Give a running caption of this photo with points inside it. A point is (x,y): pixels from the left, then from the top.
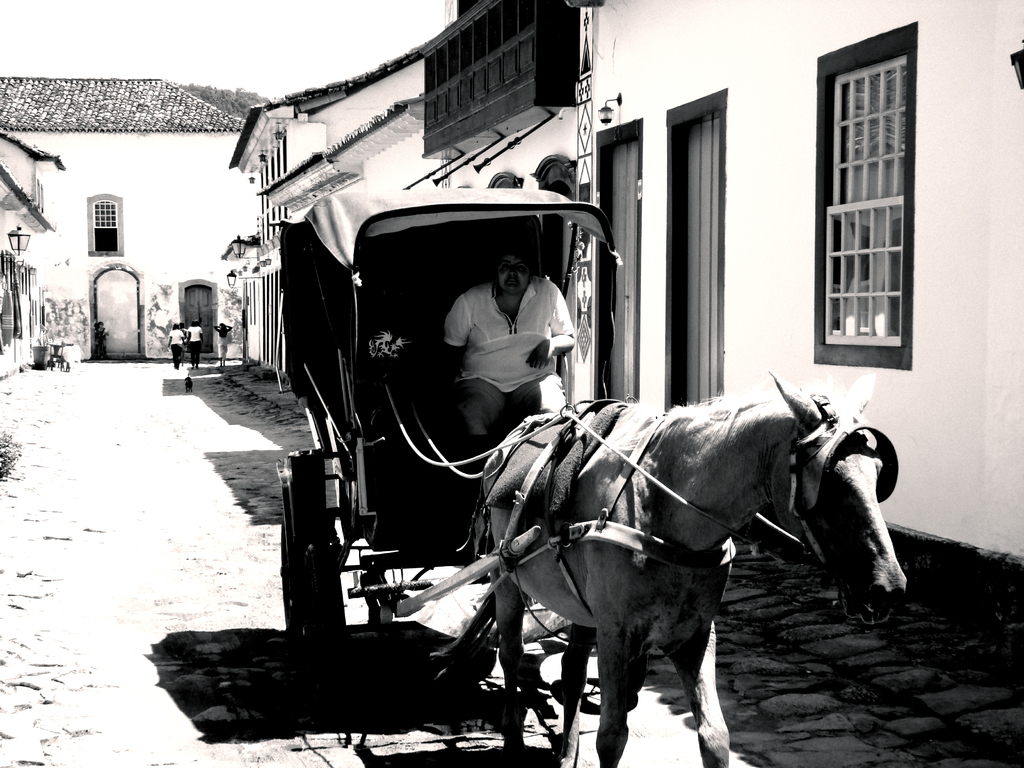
In the image there is a horse cart (415,356). Inside the cart (379,492) there is a person (512,308) sitting in it. Behind the cart (290,284) there are buildings (72,132) with walls (86,206), arched (204,316), windows (92,219) and roofs (312,102). There are few people (193,355) standing on the floor (208,365). There are lamps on the walls (171,314).
